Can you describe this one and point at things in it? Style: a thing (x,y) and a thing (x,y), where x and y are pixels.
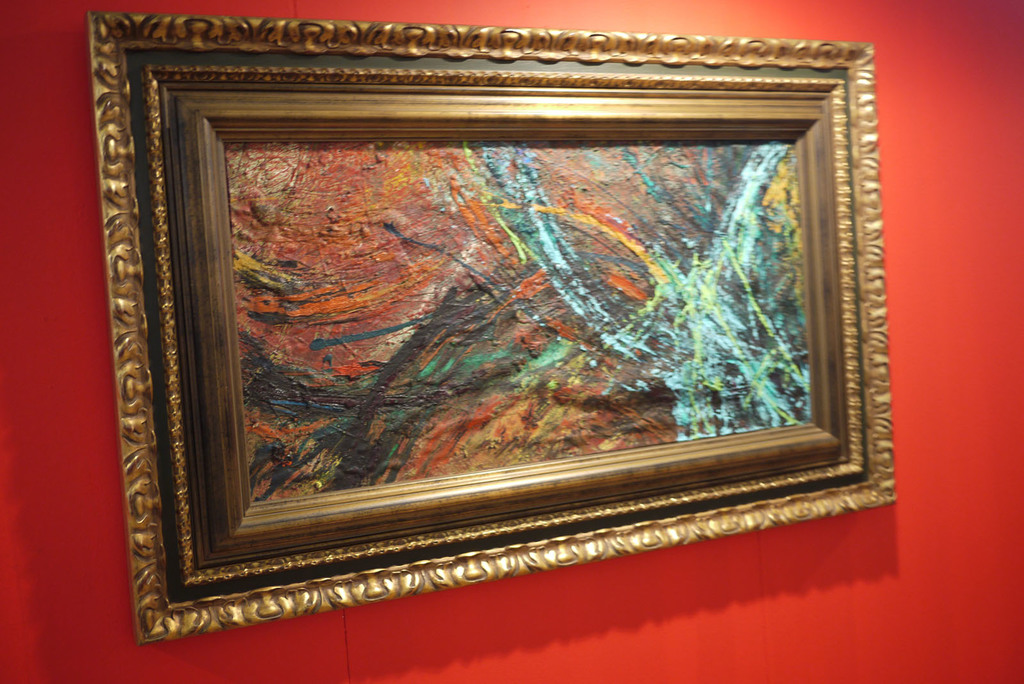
As we can see in the image there is a red color wall (904,422) and photo frame (369,329).
